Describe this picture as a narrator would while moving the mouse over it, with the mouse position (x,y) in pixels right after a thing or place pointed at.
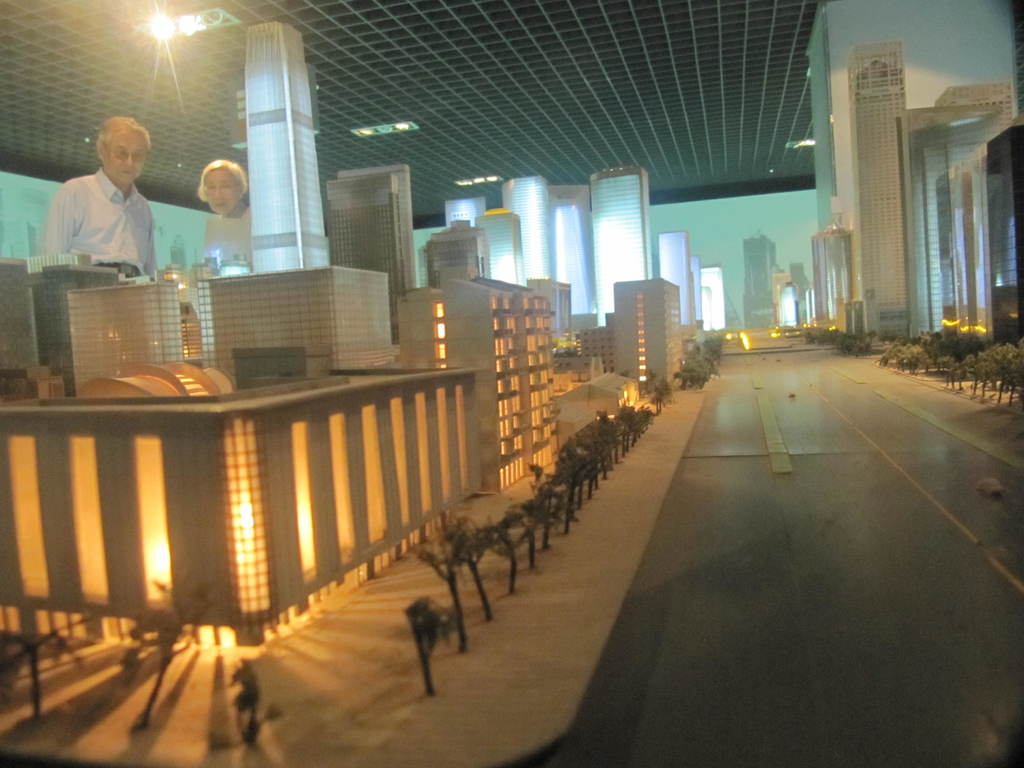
There is a project layout (450,353) kept in display and two people (115,199) were standing in front of the project (463,393) and observing, in the background (15,226) there is a blue wall (15,226) and there are several lights (220,15) lightened up to the roof (475,99).
